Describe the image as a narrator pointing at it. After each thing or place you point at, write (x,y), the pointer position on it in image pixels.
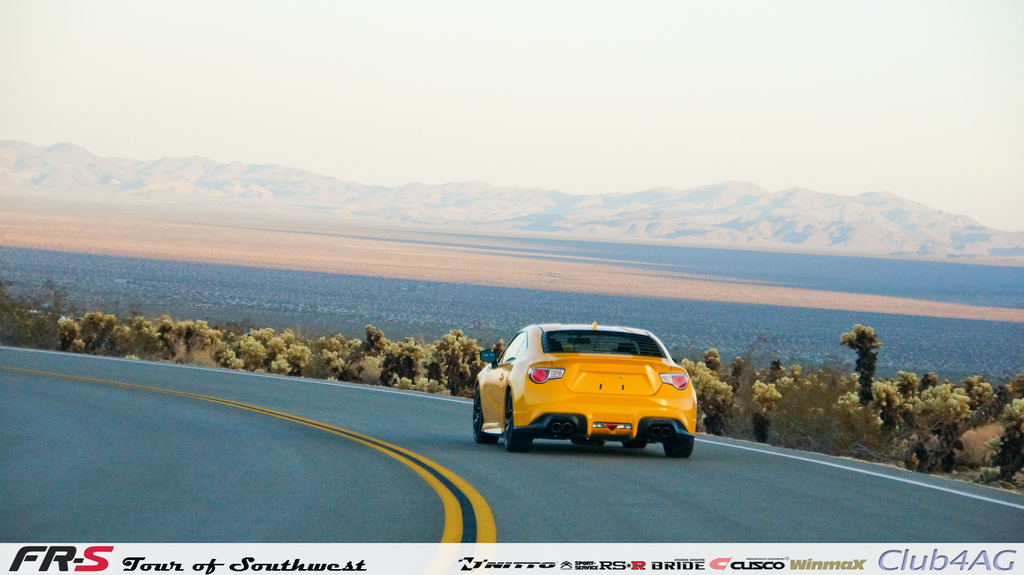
In this image we can see the yellow color car (574,430) moving on the road (755,460). Here we can see trees (887,447), ground (730,315), hills (745,197) and sky (530,107) in the background (635,68). Here we can see some edited text (48,558) on the bottom of the image (142,548).
